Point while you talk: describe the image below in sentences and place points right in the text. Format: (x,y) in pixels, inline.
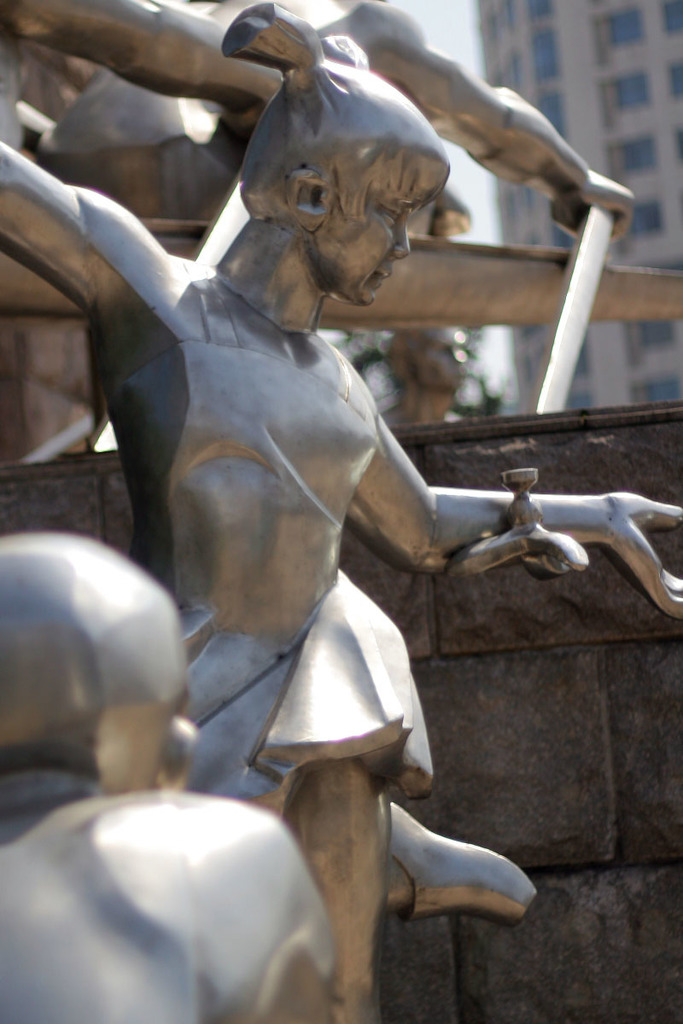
In this image we can see some statues (205,608). On the backside (554,49) we can see a building (639,191) with windows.
